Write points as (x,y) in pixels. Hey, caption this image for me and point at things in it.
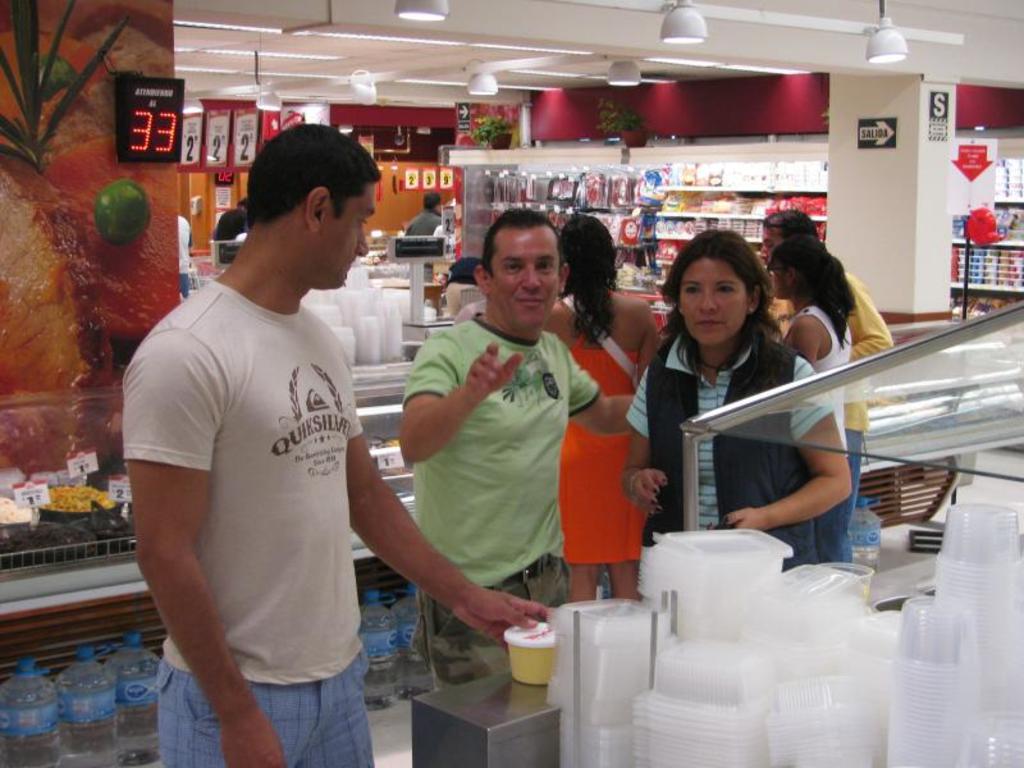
In this image there are a group of people (237,304) standing in the shopping store (908,133) where we can see there are some groceries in the shelf (1021,294), lights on the roof (851,49) and some other objects (793,605).
